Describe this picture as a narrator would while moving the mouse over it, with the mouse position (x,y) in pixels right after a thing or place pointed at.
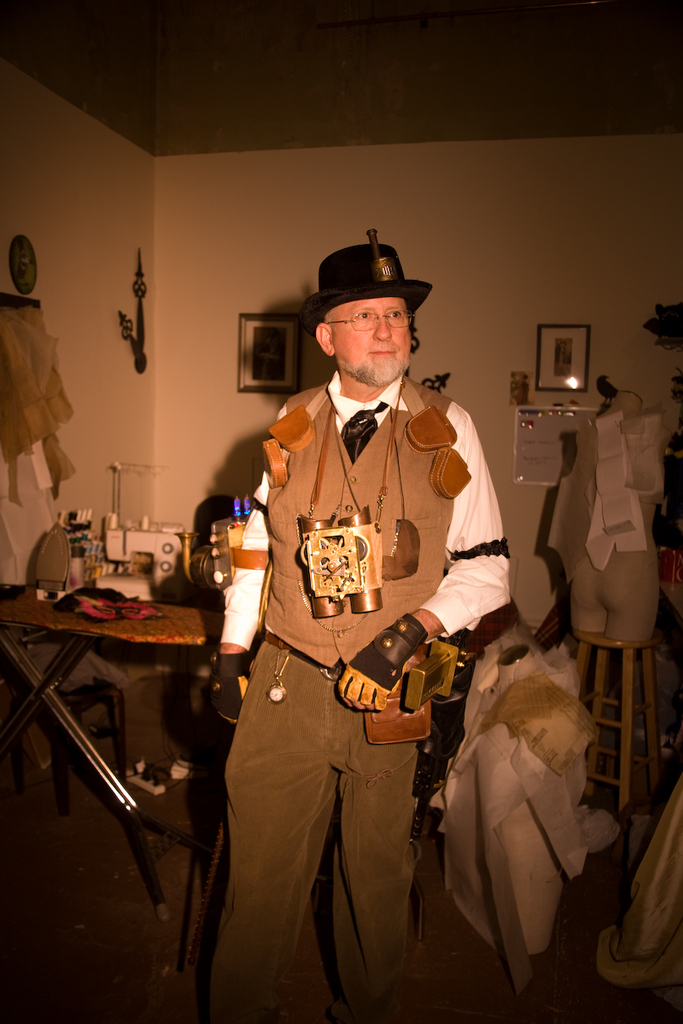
In a room (104,878) there is a person (256,683) standing and he is wearing a binoculars (334,560) around his neck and there is a stopwatch (277,685) tied to his trouser (271,652), behind the man (235,652) there is a table (45,617) and some machines (108,579) are kept on the table (176,618) and on the right side (509,756) there are many different objects (597,553), in the background (164,164) there is a wall (400,168) and there are two photo frames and a clock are attached to the wall (556,284).
